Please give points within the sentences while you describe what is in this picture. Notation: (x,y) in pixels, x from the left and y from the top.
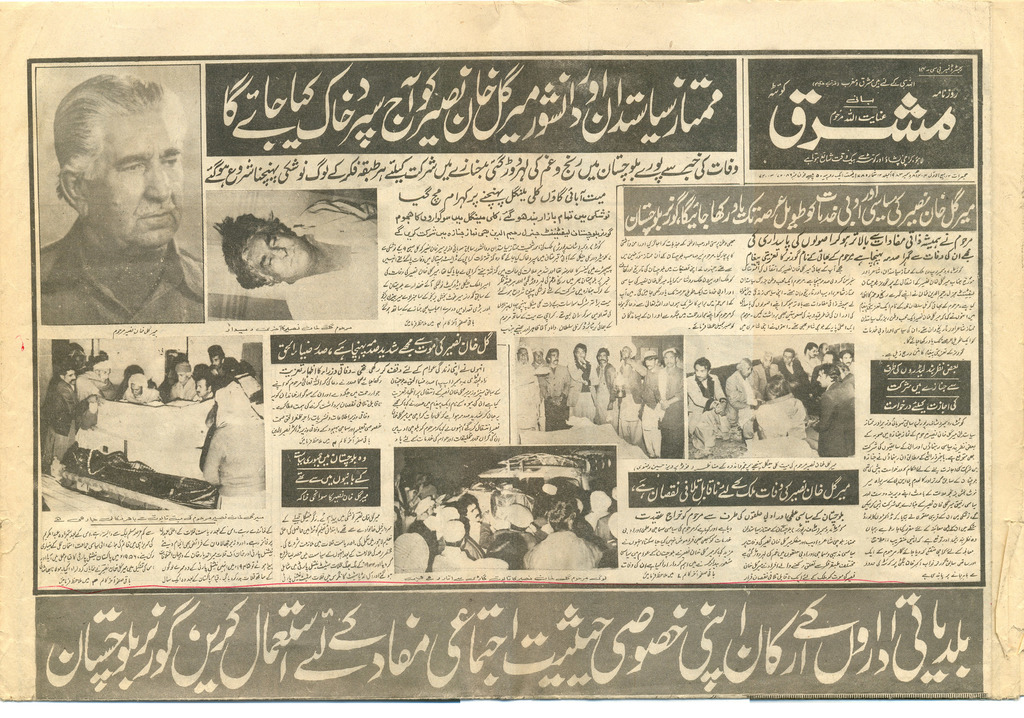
In this image there is a newspaper (454,399). On the newspaper (308,265) there are pictures (173,298) and text (493,278). In the pictures (225,265) there are many people (108,225).
